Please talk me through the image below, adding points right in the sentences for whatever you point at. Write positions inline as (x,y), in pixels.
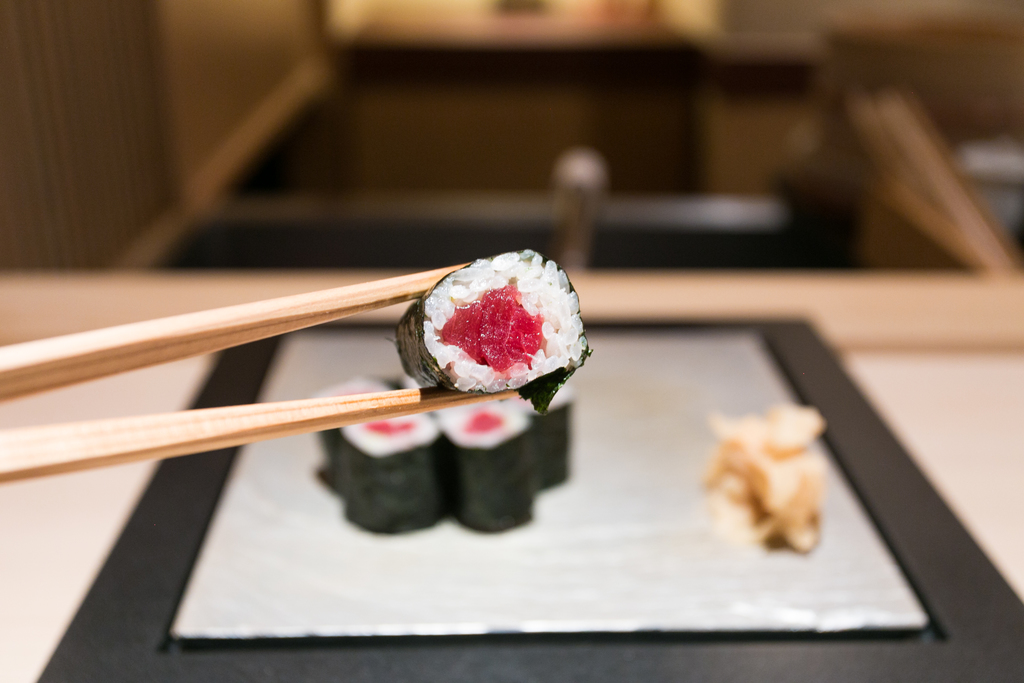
This picture shows there is a plate (571,523) of food (406,468) on it and there are chopsticks (62,466) with food (582,349) in them.
